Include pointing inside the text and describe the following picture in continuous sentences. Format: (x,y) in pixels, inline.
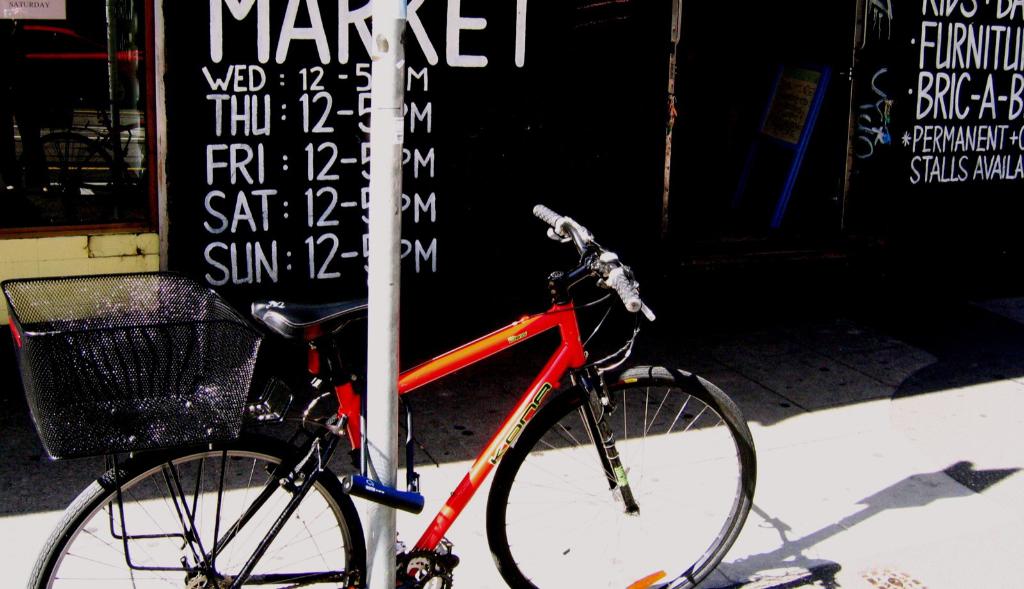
In this image we can see a bicycle (540,387), pole (378,423) and other objects (387,495). In the background of the image (463,142) there is a wall (562,121) with some text (931,95), name board (777,106), glass window (129,146) and other objects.
